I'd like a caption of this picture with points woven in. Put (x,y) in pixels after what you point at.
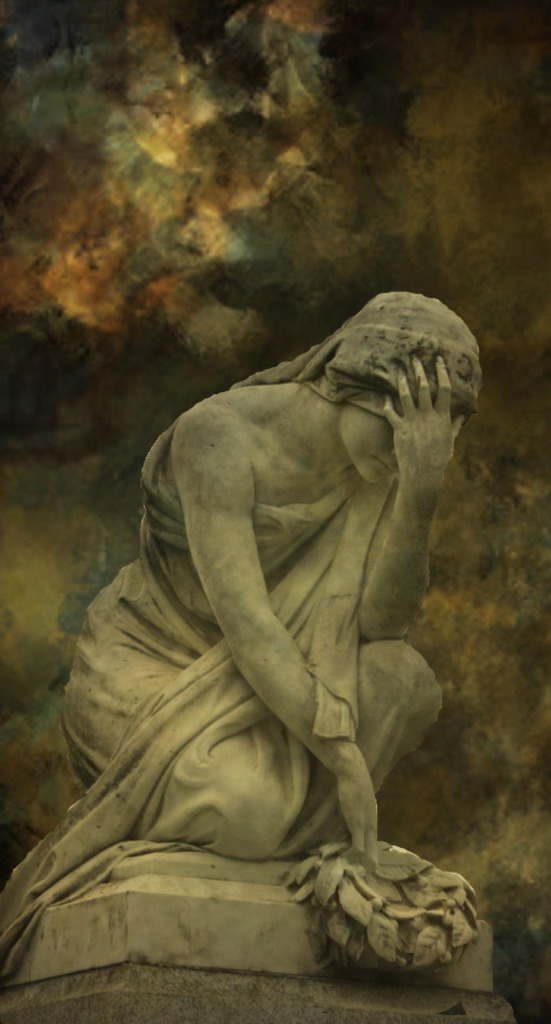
In the foreground of the picture (360,582) there is a sculpture (269,638). This is an edited image. In the background (205,203) there are clouds (454,464).
